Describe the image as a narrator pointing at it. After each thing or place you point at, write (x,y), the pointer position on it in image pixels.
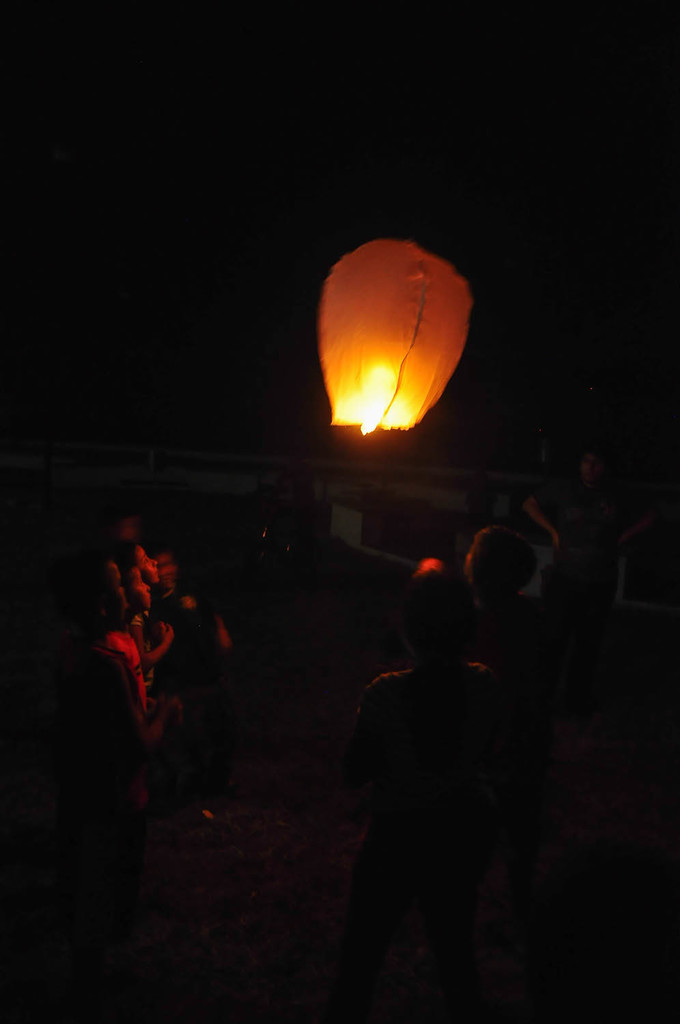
In this image I can see few people (106,923) and the black color background (193,349). I can see the sky-lantern (383,379) in the air (540,281).
